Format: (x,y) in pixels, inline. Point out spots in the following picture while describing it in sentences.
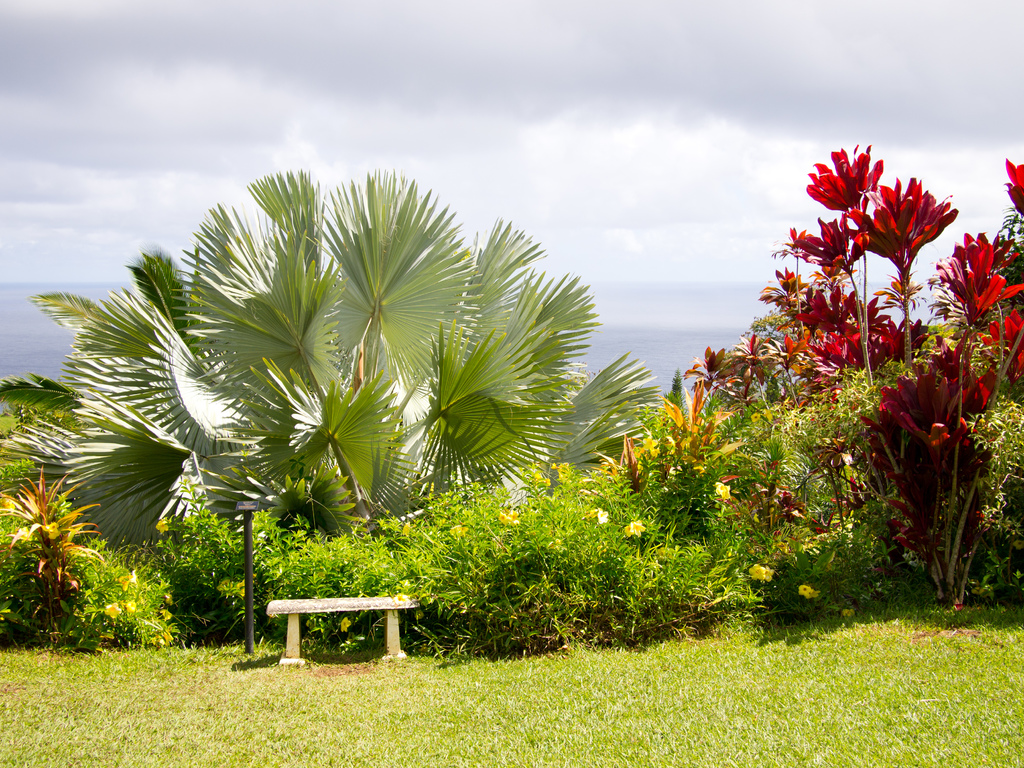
In the center of the image (480,463) we can see plants (453,511), grass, one pole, one bench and flowers (806,589), which are in yellow color. In the background (612,219) we can see the sky (485,145) and clouds (360,130).
